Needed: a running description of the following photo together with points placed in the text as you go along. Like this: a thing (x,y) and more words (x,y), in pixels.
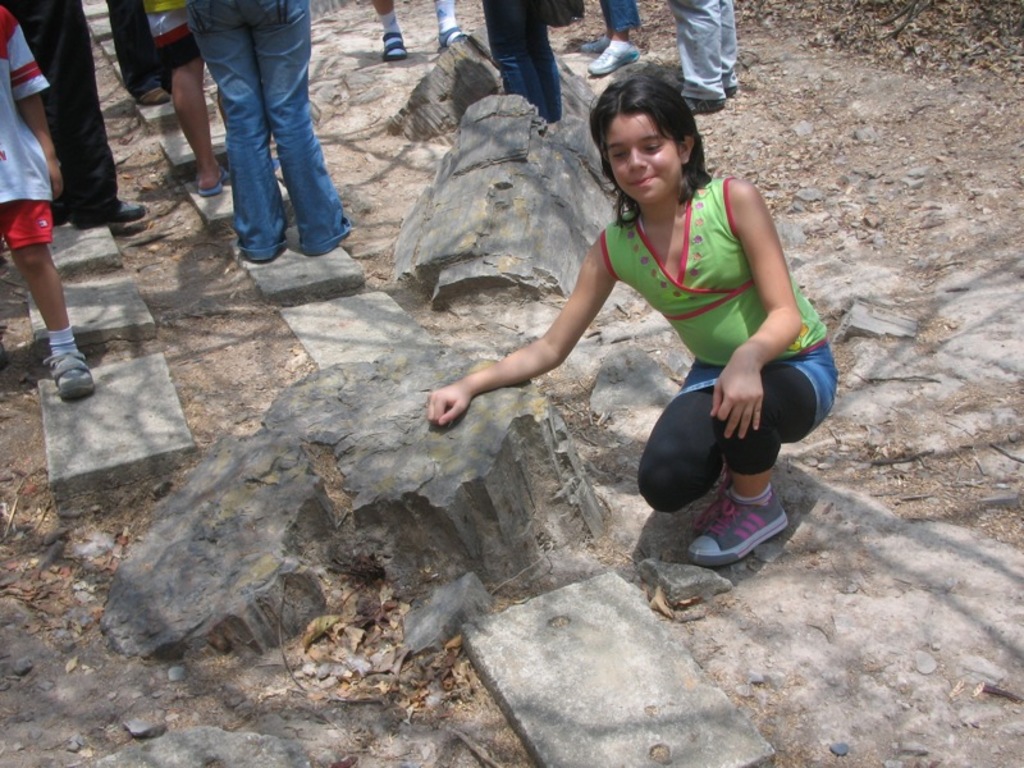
In this picture we can see a girl (712,478) smiling and at the back of her we can see a group of people (402,41) standing on the ground (302,259), rocks (436,230).
